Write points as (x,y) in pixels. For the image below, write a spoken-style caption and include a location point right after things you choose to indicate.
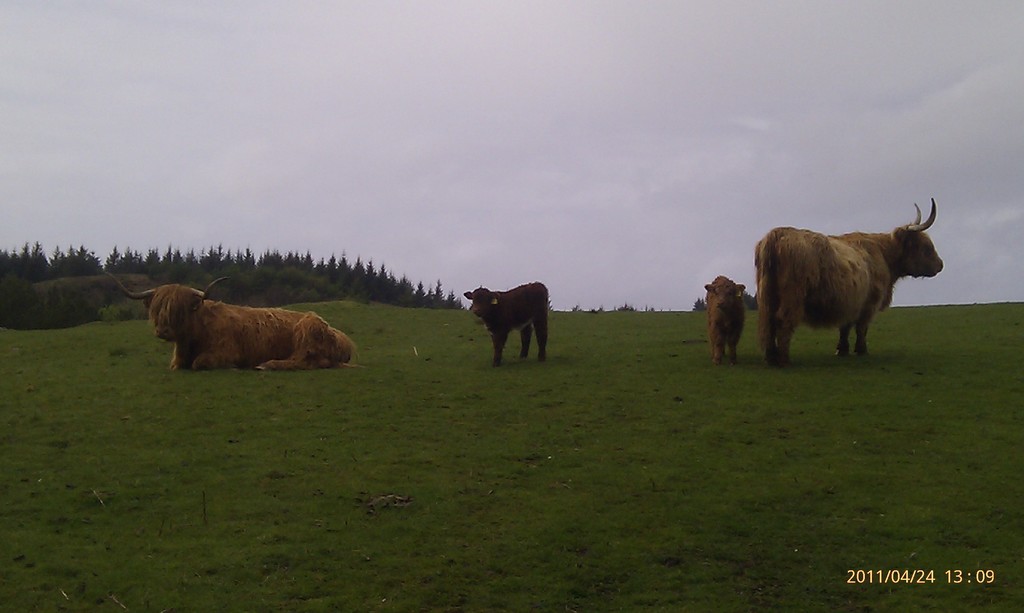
In this image in the front (529,484) there's grass (535,504) on the ground (474,477). In the center (488,310) there are animals (326,354). In the background (451,306) there are trees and the sky (485,104) is cloudy and there are some numbers (903,571) written on the bottom right of the image (919,579).
